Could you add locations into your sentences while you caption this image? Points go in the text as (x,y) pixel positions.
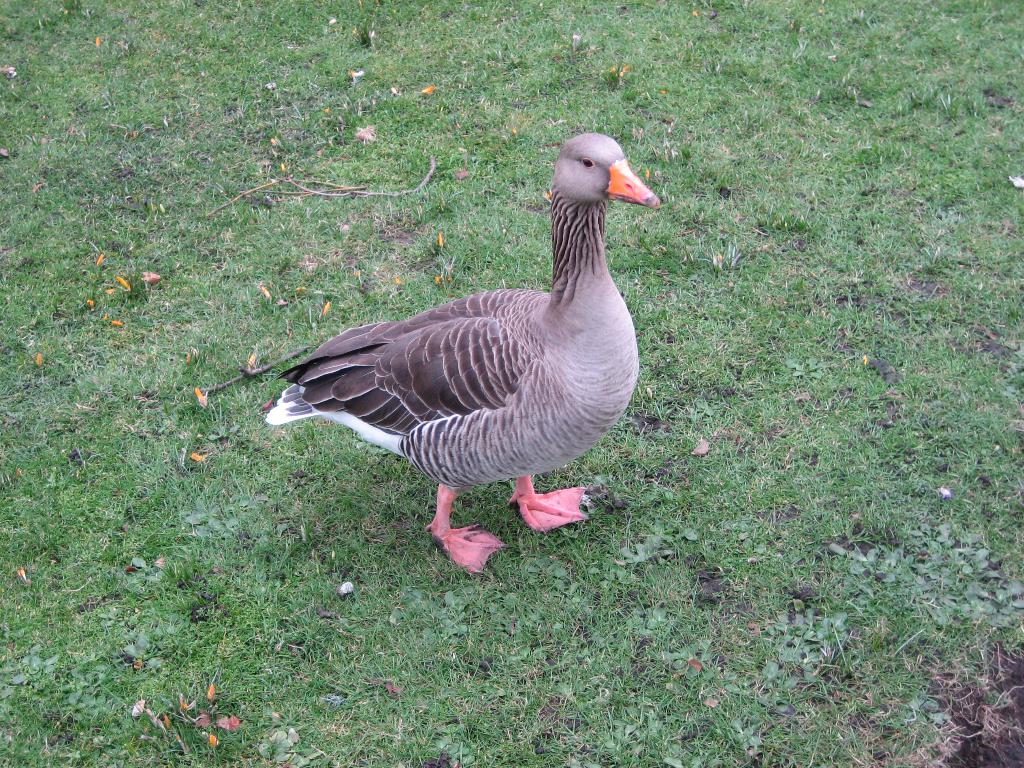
In this image we can see a bird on the ground (355,200) and we can see the grass (325,323) on the ground (353,637).
